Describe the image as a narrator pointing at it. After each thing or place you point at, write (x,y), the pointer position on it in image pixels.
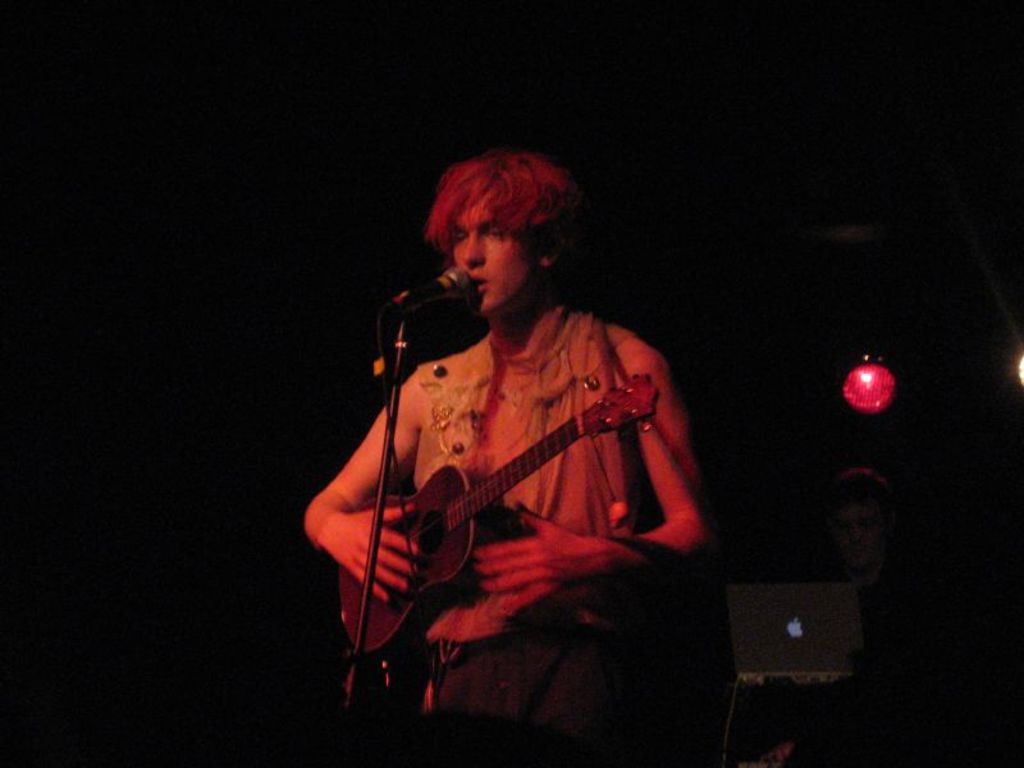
In this image I can see man (585,514) is playing guitar (457,503) in front of a microphone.
